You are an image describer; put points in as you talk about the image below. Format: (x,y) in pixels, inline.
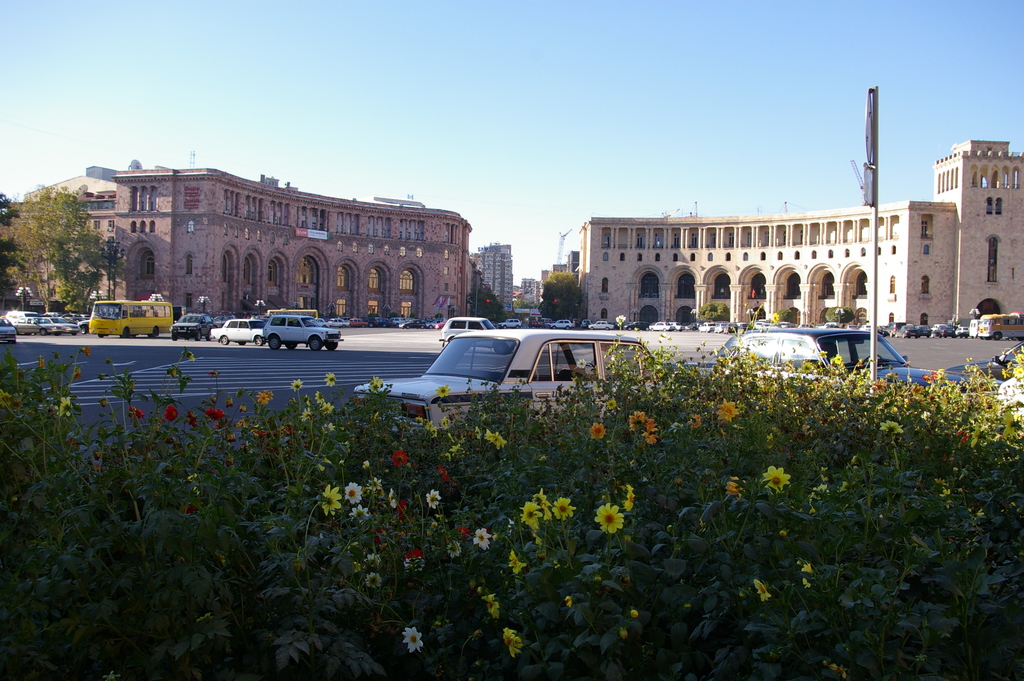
In this picture we can see the sky (556,36) and it seems like a sunny day. In the background (643,254) we can see the buildings (613,254) and trees (89,275). We can see vehicles (913,326) on the road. On the right side of the picture (877,152) we can see a board (869,118) and a pole (876,146). At the bottom portion of the picture (708,505) we can see the colorful flowers (351,510) and plants (570,551).
